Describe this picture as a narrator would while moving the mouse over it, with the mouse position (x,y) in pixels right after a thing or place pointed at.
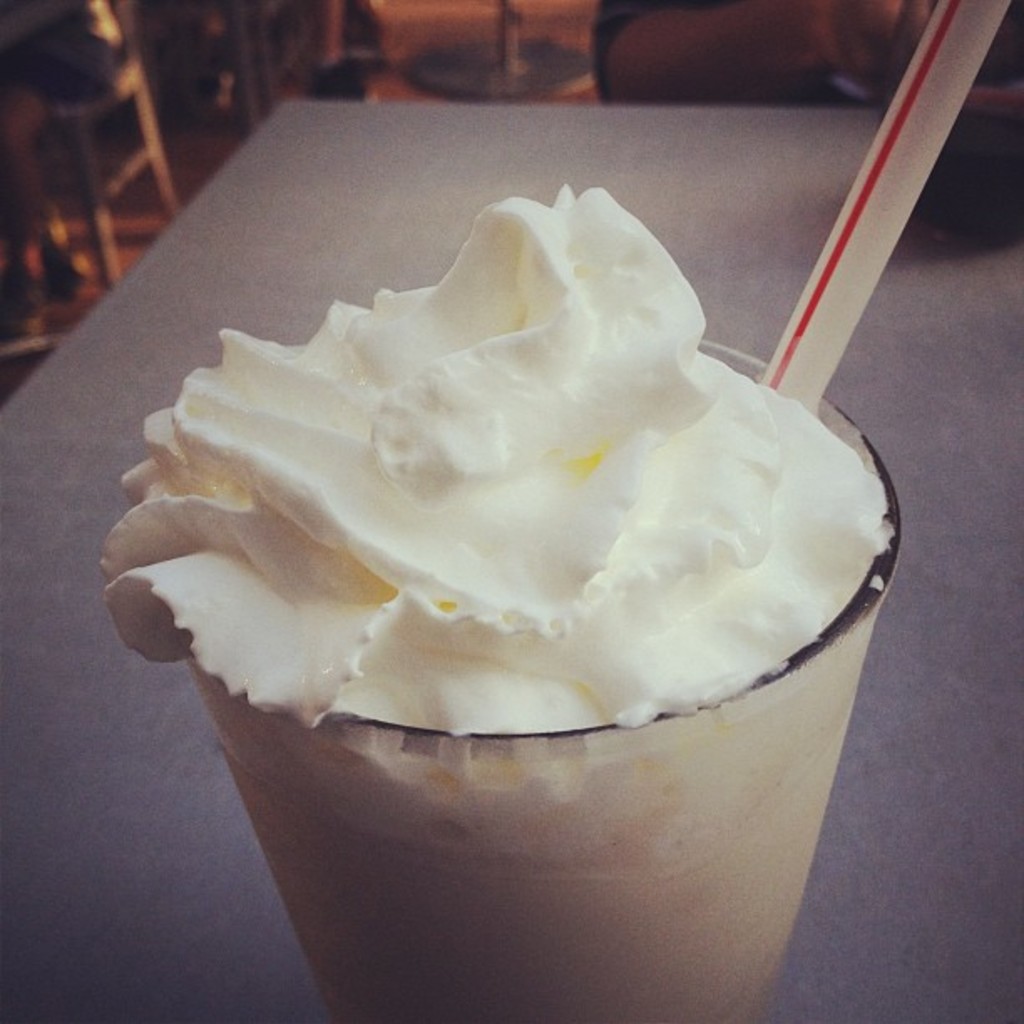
In this image we can see some cream (734,447) and straw (821,361) placed in a cup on the table (700,184).
